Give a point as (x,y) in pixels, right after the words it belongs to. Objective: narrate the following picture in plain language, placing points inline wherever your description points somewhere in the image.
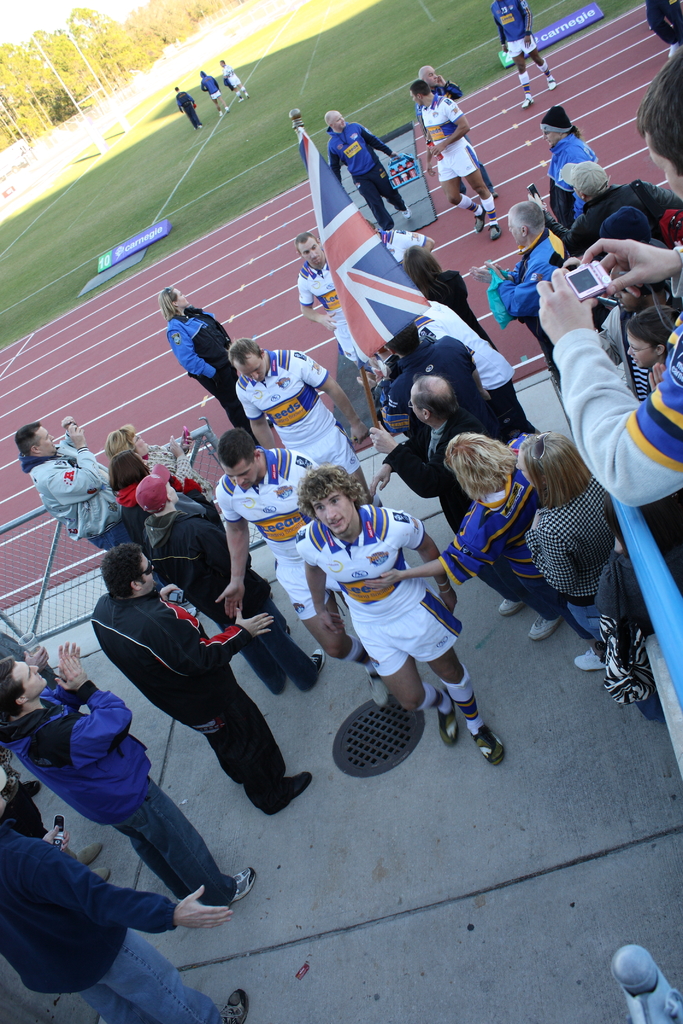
This image is taken outdoors. At the bottom of the image (430,911) there is a floor (343,854). In the background (126,54) there are many trees (100,57). There are few poles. There is a ground (247,133) with grass (250,117) on it. A few people (223,78) are walking on the ground (237,114). In the middle of the image (330,502) many people (325,373) are walking on the floor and a few (178,454) are standing. There is a flag (395,310).
